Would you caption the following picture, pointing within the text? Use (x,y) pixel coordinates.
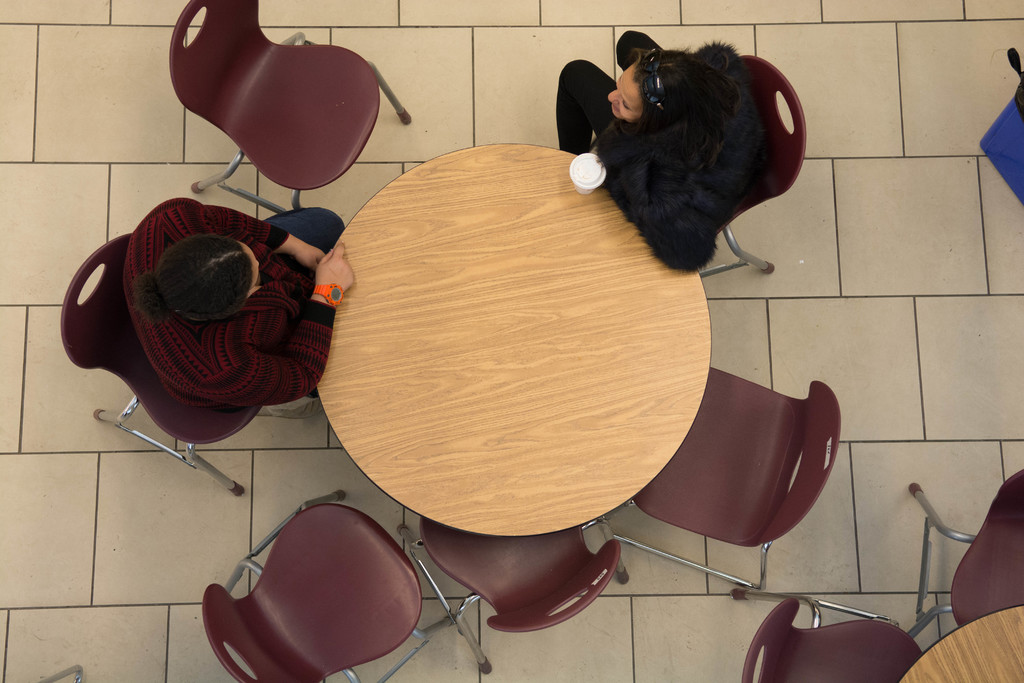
As we can see in the image there are chairs (230,130) and two people (173,326) sitting on chairs (792,155). In front of them there is a table (505,336). On table (503,262) there is a glass (593,188).
